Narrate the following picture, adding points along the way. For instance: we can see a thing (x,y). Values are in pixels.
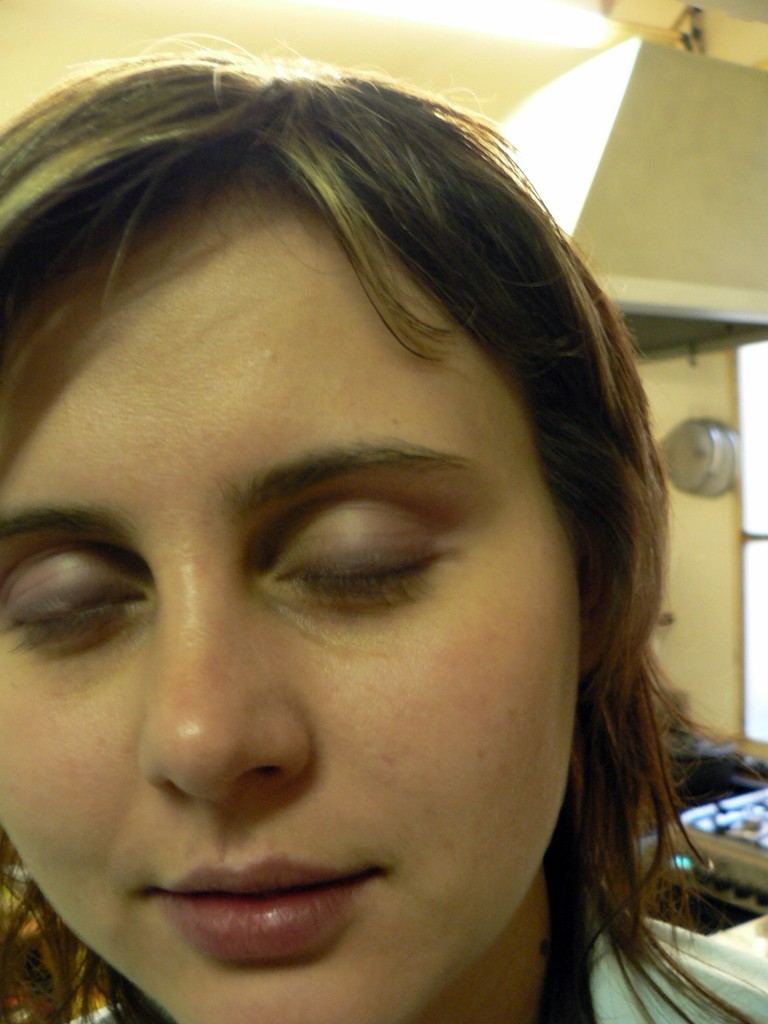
Here in this picture we can see a close up view of a woman's face (280,454) and we can see she has closed her eyes (37,610) and smiling and behind her we can see some things (605,197) in blurry manner.
